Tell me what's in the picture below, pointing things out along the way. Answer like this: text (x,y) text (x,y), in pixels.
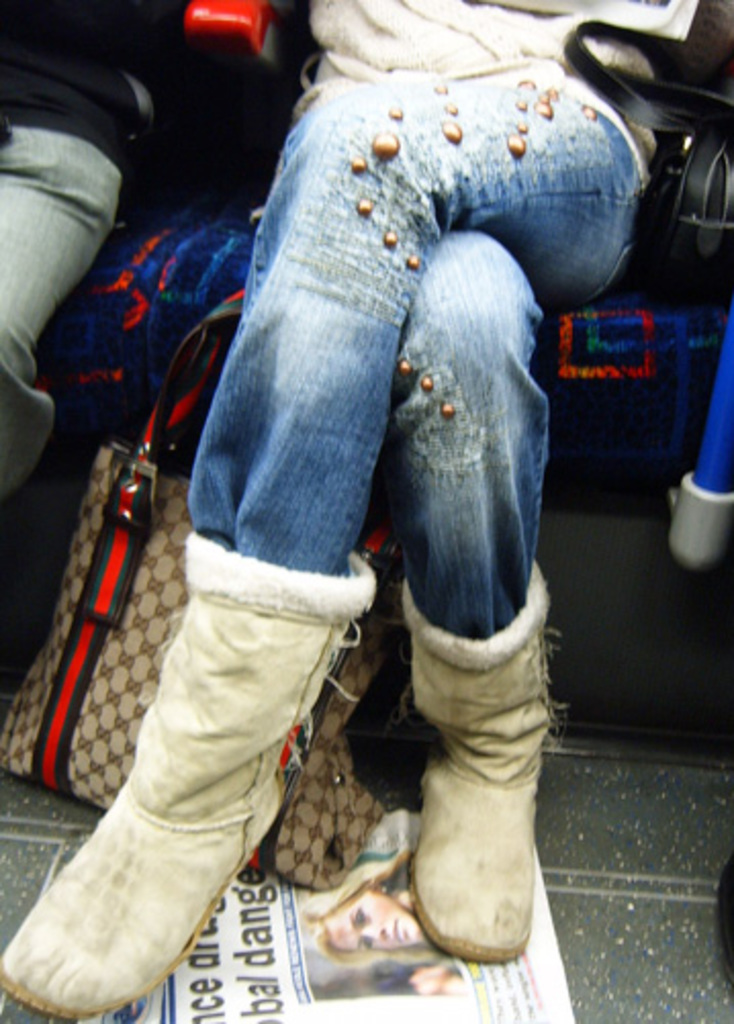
In this picture there is a person (328,605) wearing shoes (471,690) placed his legs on a news paper (324,929) and there is a bag (173,597) beside her legs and there is a person (71,102) sitting in the left corner (47,151) and there is a black bag (704,188) in the right corner (652,194).
